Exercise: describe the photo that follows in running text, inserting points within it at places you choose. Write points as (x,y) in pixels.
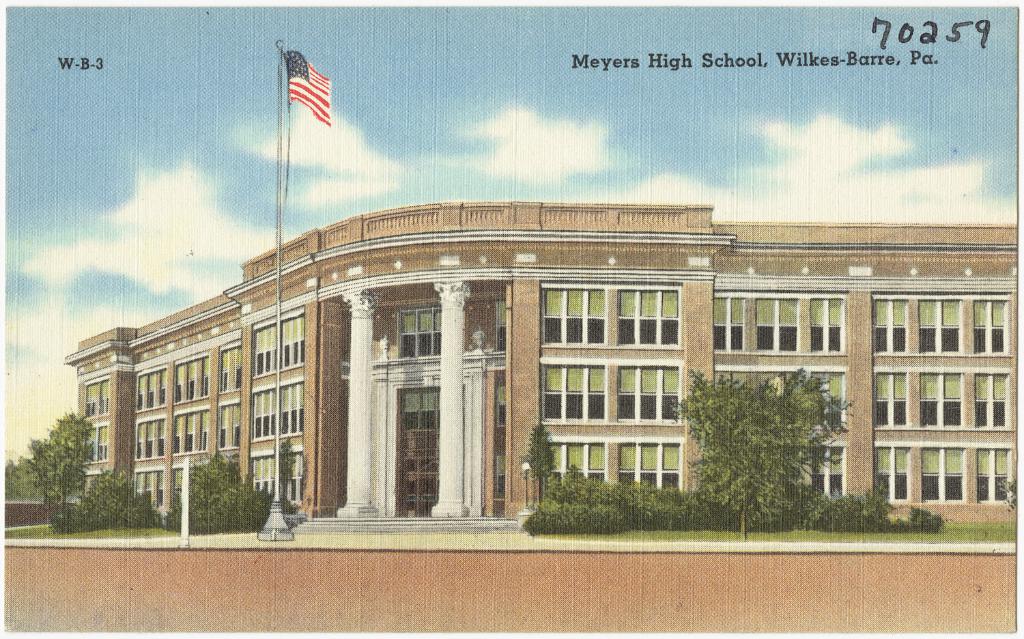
This is a photo. In this picture we can see a building (471,362), windows (412,349), pillars (350,479), door (427,482), trees (72,496), poles (278,274), flag (317,103), grass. At the bottom of the image (572,572) we can see a road (488,622). At the top of the image (370,134) we can see the text (613,62) and clouds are present in the sky (637,102).
